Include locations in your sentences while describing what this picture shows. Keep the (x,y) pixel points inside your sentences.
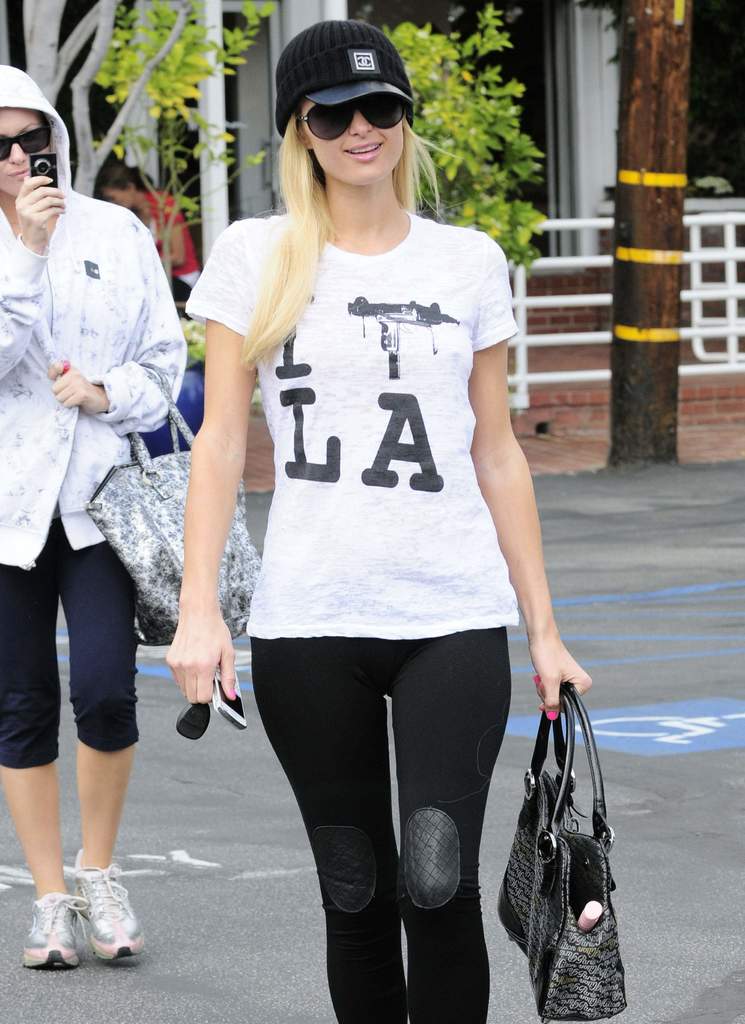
In this image there are two women (84,500) walking. In the front (415,478) the woman (415,478) is wearing white t-shirt (375,591) and black pant (375,746) and cap (298,95) along with shades (399,107). And she is holding a handbag (533,813). To the left (11,379) the woman (58,576) is wearing white jacket (45,265) and sport shoes (97,884). In the background (228,100) there is tree (468,183) and building (541,81).
